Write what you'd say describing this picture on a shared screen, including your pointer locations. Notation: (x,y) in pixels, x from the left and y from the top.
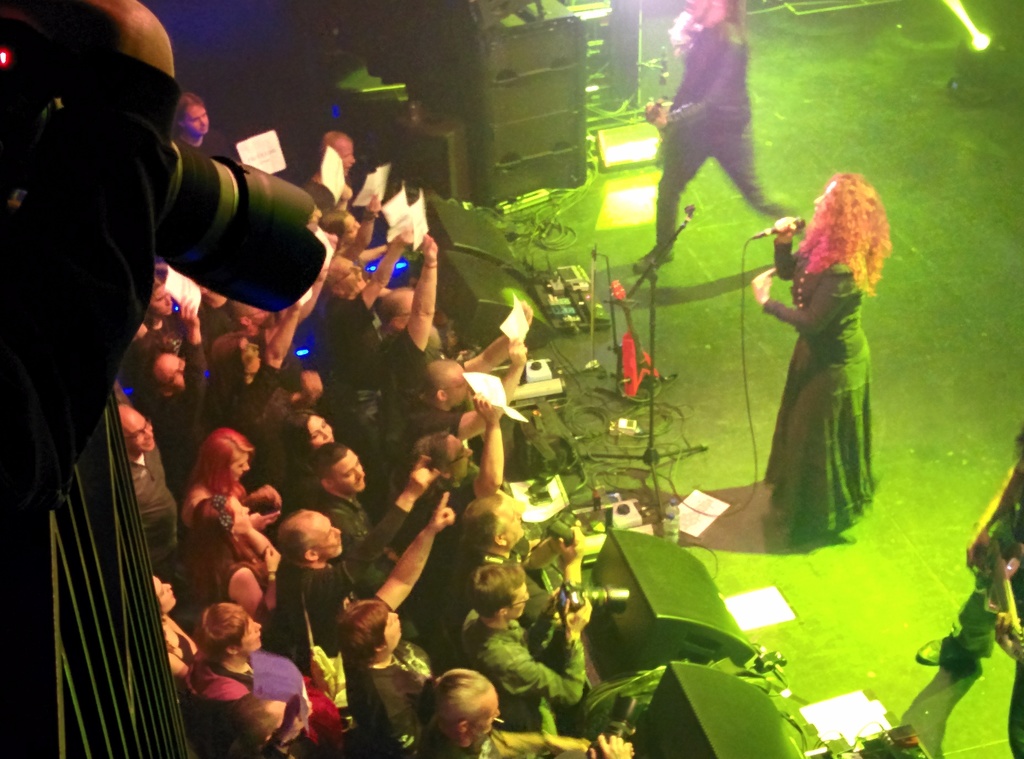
In this image there is a woman (814,254) holding a mic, besides the women (789,249) there are two people (976,583) standing and playing guitars (1000,606), in front of them there are speakers (475,241), switches (571,298), cables (536,226) and some other objects (560,310) on the floor (611,215), in front of them there are a few people (350,414) standing, holding cameras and papers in their hands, on the left side of the image (225,223) there is a camera (212,221) in a person's hand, below the hand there is a metal rod fence (112,583), on the right side of the image (981,61) there is a focus light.
